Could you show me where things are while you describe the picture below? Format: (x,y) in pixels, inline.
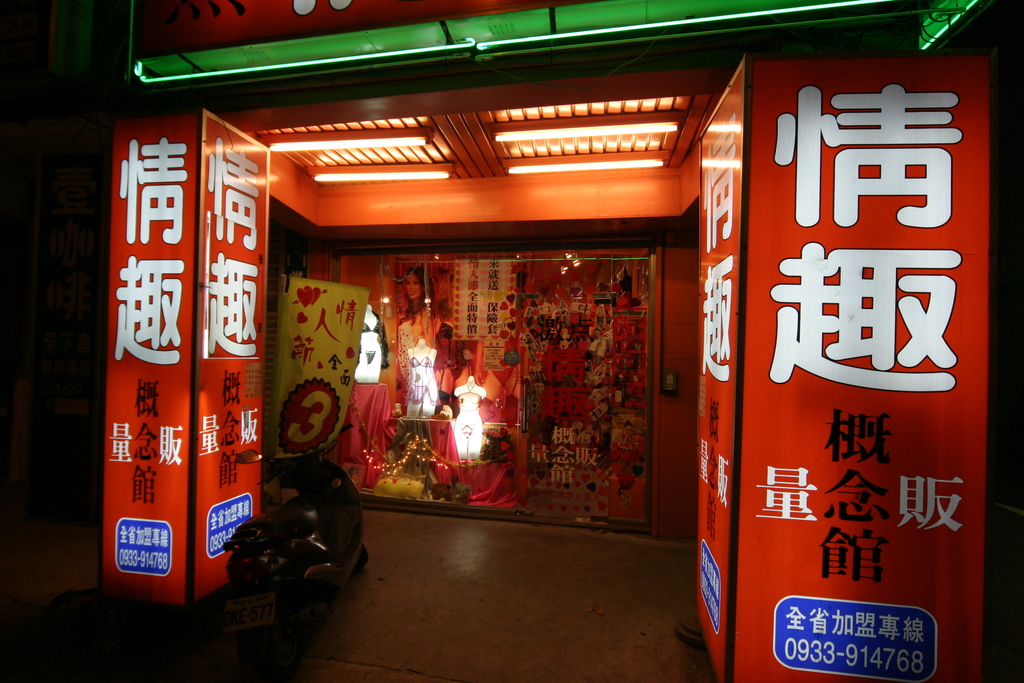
In the foreground of the picture (257,327) there are banners (325,369) and a motorbike (305,521). In the center of the picture (453,354) there is a glass window (512,356) and many objects (479,366).
